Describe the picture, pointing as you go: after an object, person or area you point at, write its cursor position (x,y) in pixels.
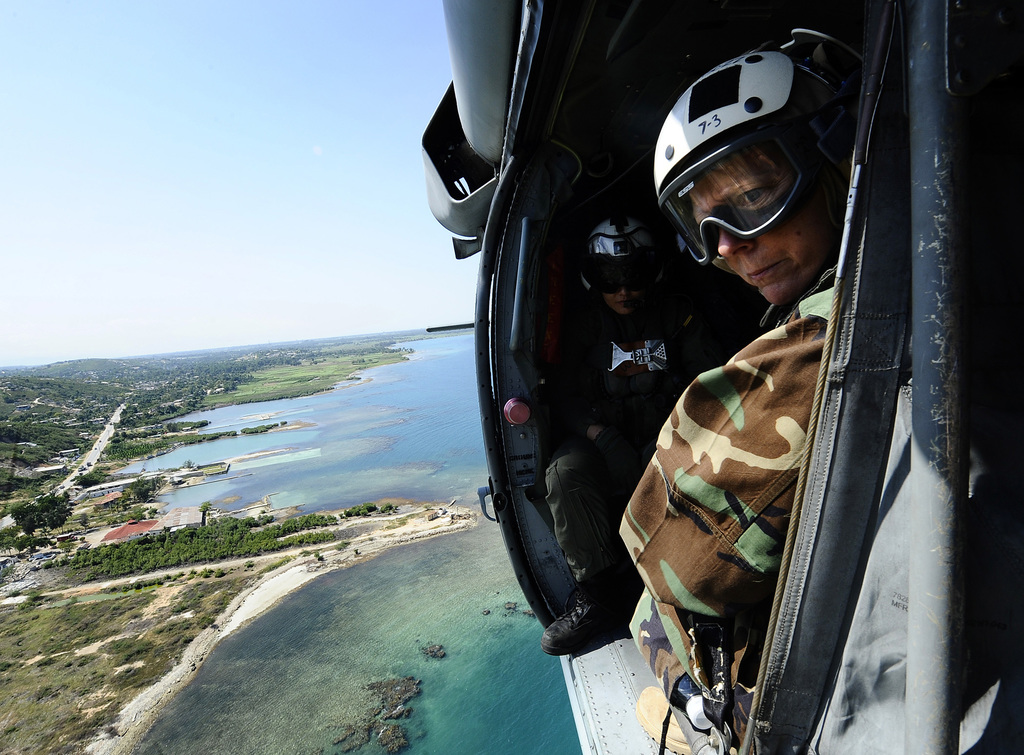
In this picture I can see it looks like two persons (684,361) are sitting in the helicopter (642,751), at the bottom (458,580) there is water (457,553). On the left side (125,367) there are trees (240,523), at the top (317,131) there is the sky (317,131).
